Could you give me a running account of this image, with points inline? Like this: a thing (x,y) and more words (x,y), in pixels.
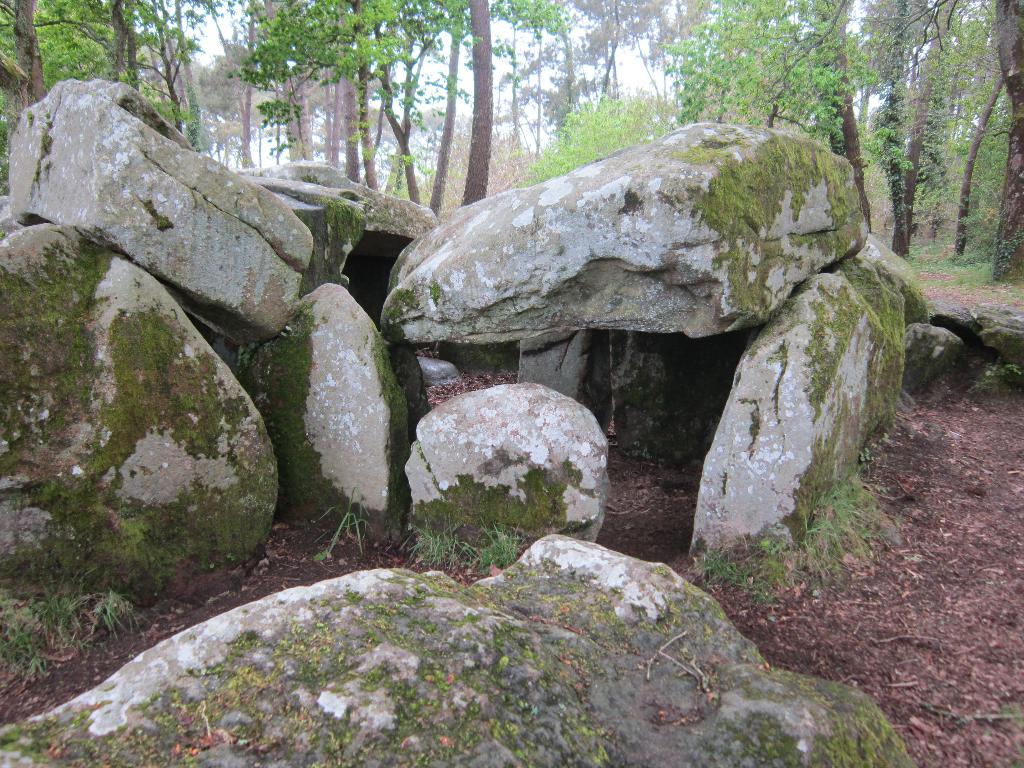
in this picture we see some rocks (848,402) and few trees (854,157) around.
